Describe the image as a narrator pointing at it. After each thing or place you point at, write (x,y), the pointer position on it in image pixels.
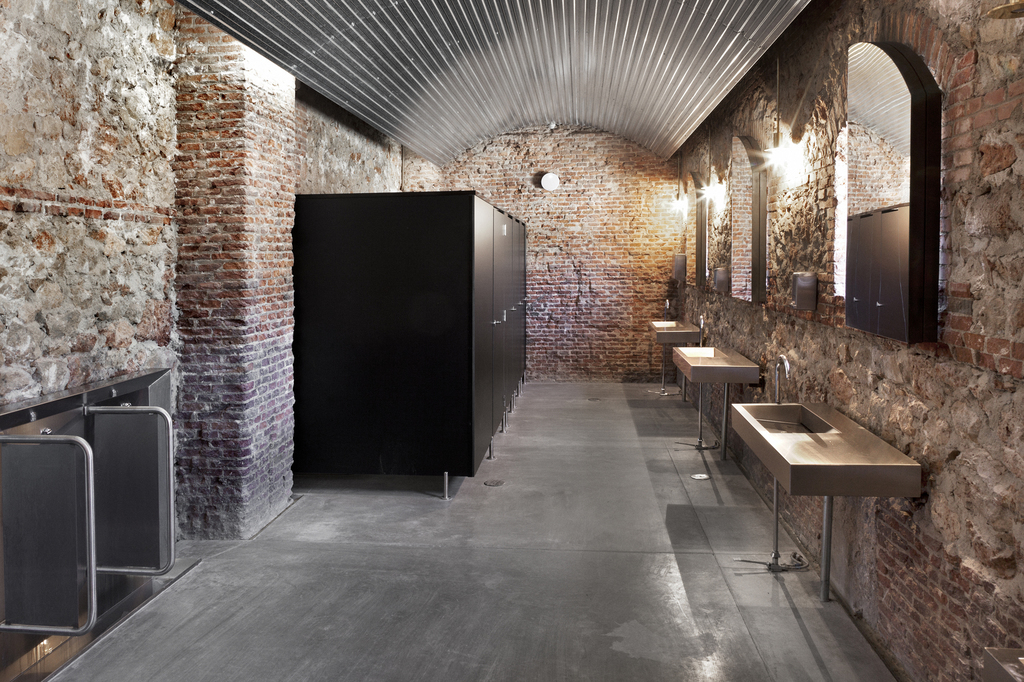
This is a picture of washroom (763,386). On the right (909,231) there are mirrors (864,251), sink (820,446), taps (666,300) and pipes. On the left (137,488) there urinals (126,477), doors (515,275) and light (550,179). In this picture there is a brick wall (790,326).
